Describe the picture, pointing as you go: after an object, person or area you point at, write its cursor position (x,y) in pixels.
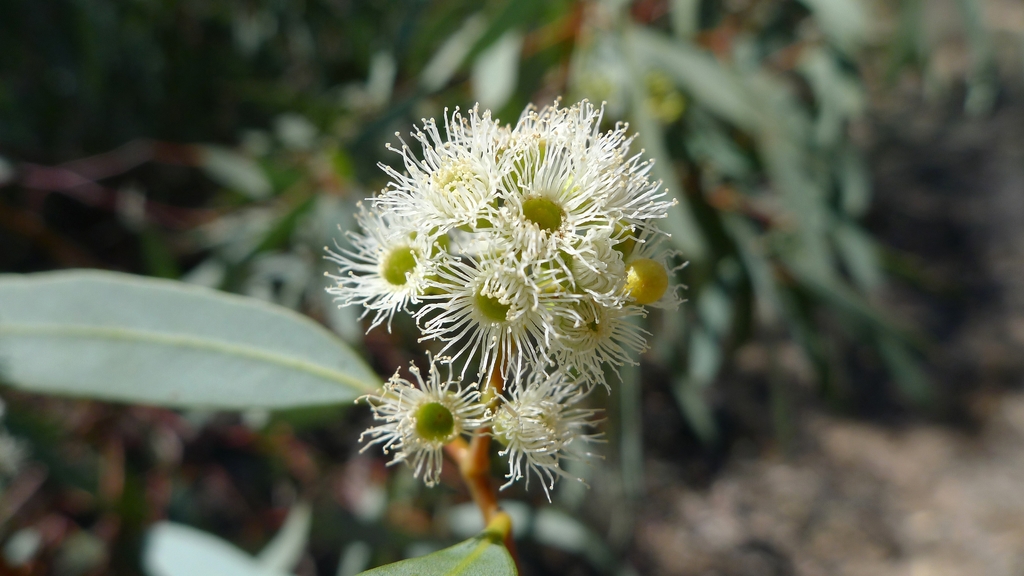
In this image I can see in the middle (573,288) there are flowers (460,311) and leaves (273,333).
